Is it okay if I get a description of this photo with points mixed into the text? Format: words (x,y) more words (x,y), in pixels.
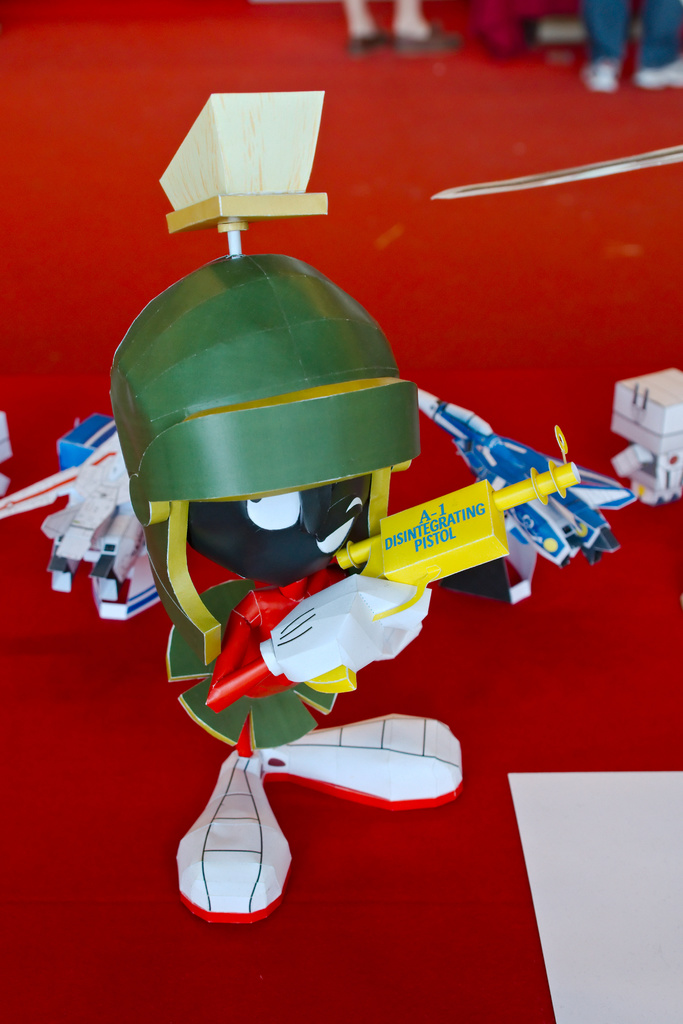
In this picture there are toys (312,457) on the floor (387,956). At the back (646,44) there are two persons (597,52) standing. At the bottom right (527,793) there is a white paper (549,915) on the red carpet (444,865).
